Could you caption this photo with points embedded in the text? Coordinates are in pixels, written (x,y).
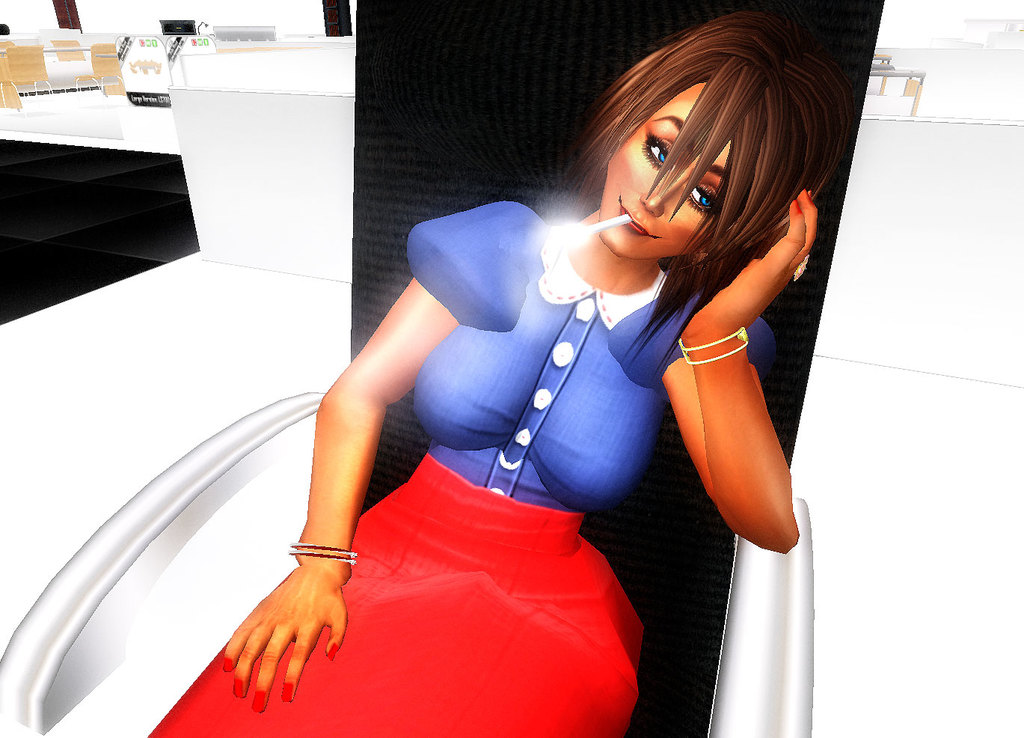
This is an animated image. In this image there is a lady (634,229) placed a cigarette (607,222) in her mouth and sitting on the chair (731,612), beside her there are few tables (59,65), chairs (78,57), monitor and a few other objects (150,48).
